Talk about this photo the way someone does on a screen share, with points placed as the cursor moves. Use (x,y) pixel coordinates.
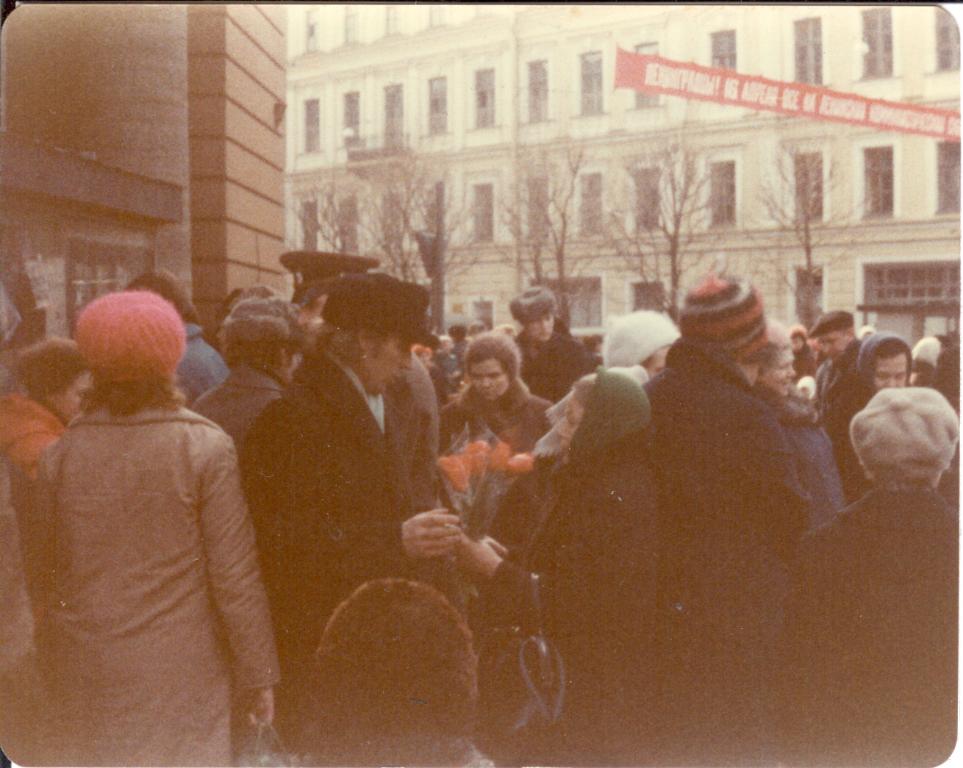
In the image there are many people (411,514) in the foreground (366,371) and behind them there are buildings (467,154) and trees (544,230).
